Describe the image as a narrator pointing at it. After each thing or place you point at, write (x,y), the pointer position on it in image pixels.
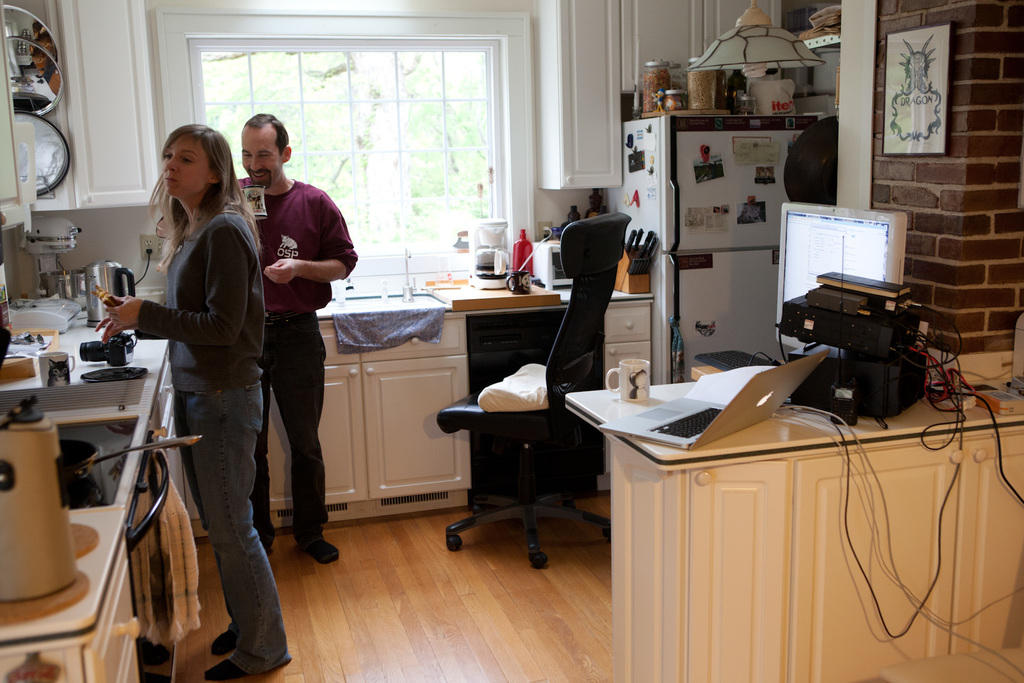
There are two people (287,269) standing in a room (337,508) and there is a window (304,159) and in front of that there is a table (440,300) in which oven (552,283) knife case (649,283) and things (531,261) are placed. Behind that there is a fridge (655,196) and some jars (668,94) above that. In front of fridge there is wall (954,264) and frame (942,74) on that behind that there is a table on which there is a monitor (876,253) and laptop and coffee mug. Behind that there is a woman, there is a table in front of her on which a coffee mug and kettle (104,267) are placed and some plates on shelves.
